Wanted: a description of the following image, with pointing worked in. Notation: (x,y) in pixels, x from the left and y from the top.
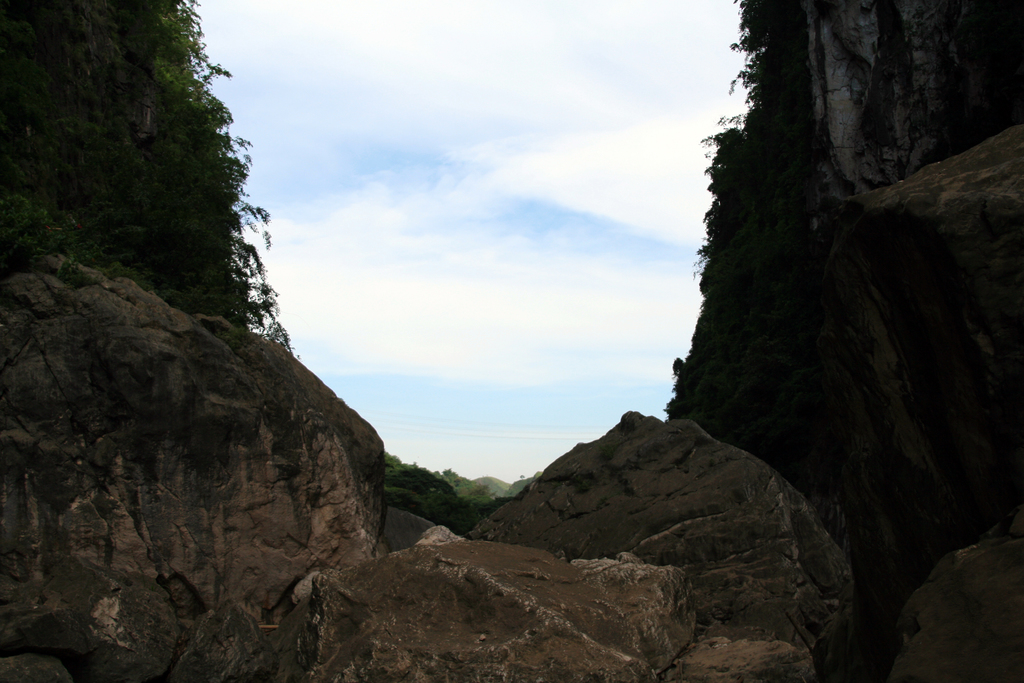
In this picture we can see a few rocks (915,465) from left to right. There are some plants (59,186) visible on these rocks (852,138). Sky (621,223) is cloudy.
